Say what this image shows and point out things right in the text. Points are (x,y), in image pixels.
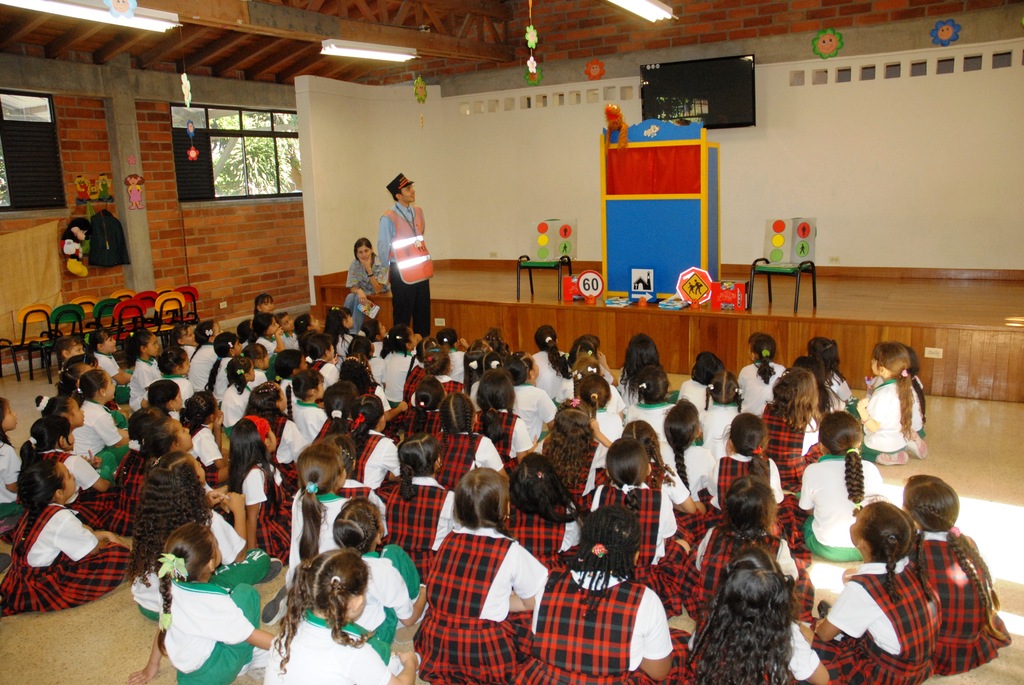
In this image we can see children (344,514) sitting on the ground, man (404,247) standing on the floor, chairs (62,322), podium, display screen (668,115), electric lights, decors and trees (233,164).
